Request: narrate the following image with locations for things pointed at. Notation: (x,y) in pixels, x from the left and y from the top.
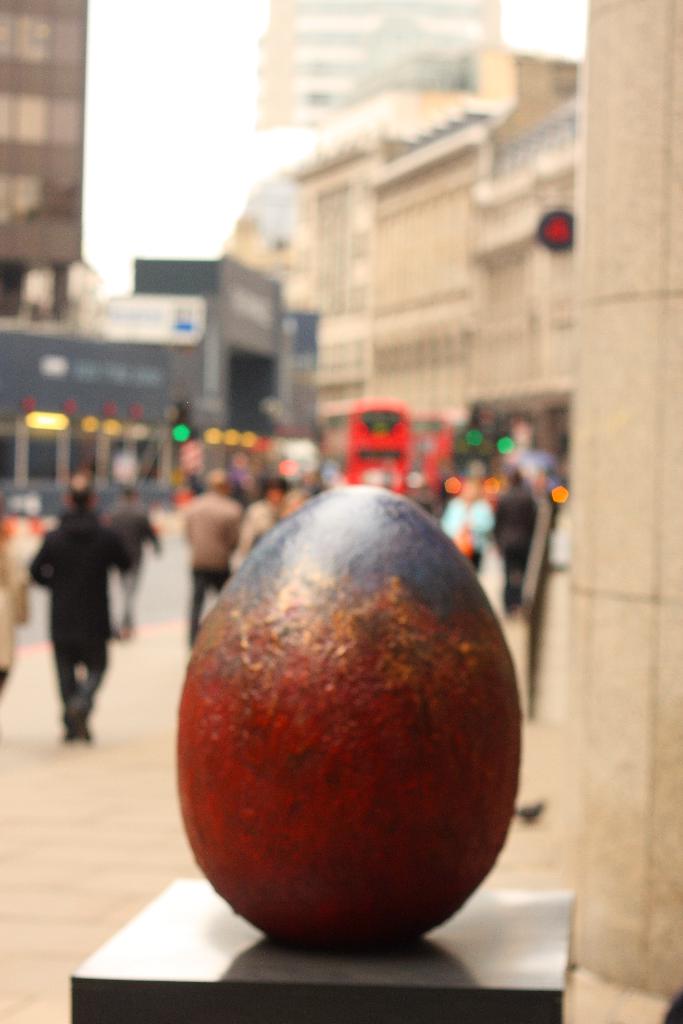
In this picture we can see an oval shaped object (337,815) on the path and behind the object (346,718) there are blurred people (131,539), bus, buildings (143,360), lights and the sky (132,239).
